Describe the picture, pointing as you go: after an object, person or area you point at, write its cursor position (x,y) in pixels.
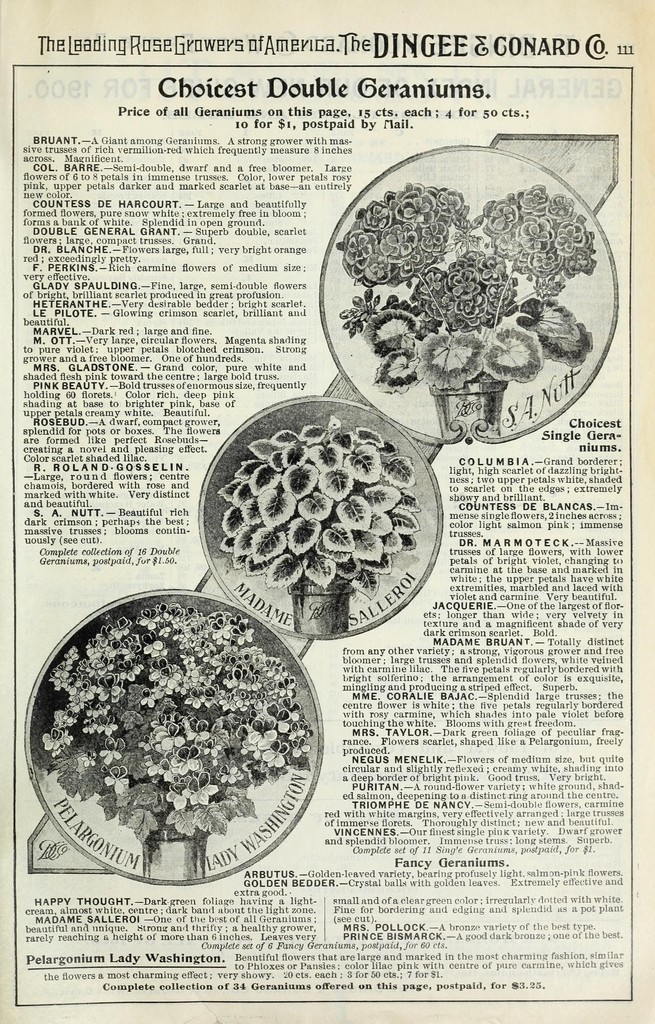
In this image we can see a newspaper (538,863) with some printed text (167,306) and some images (482,290) of the flower pots (475,303).
